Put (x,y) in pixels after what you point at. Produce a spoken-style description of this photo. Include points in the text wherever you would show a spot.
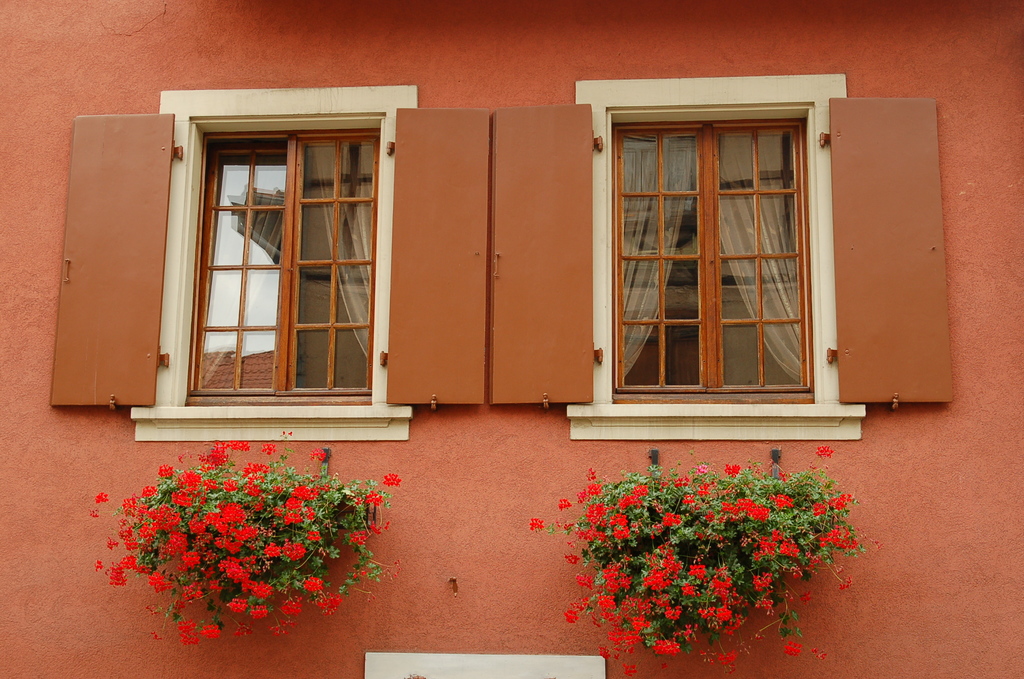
In the image we can see a wall (104,34) with two windows (682,253). Here we can see flower pots (714,580) and from the window (682,237) we can see the curtains (727,252).
